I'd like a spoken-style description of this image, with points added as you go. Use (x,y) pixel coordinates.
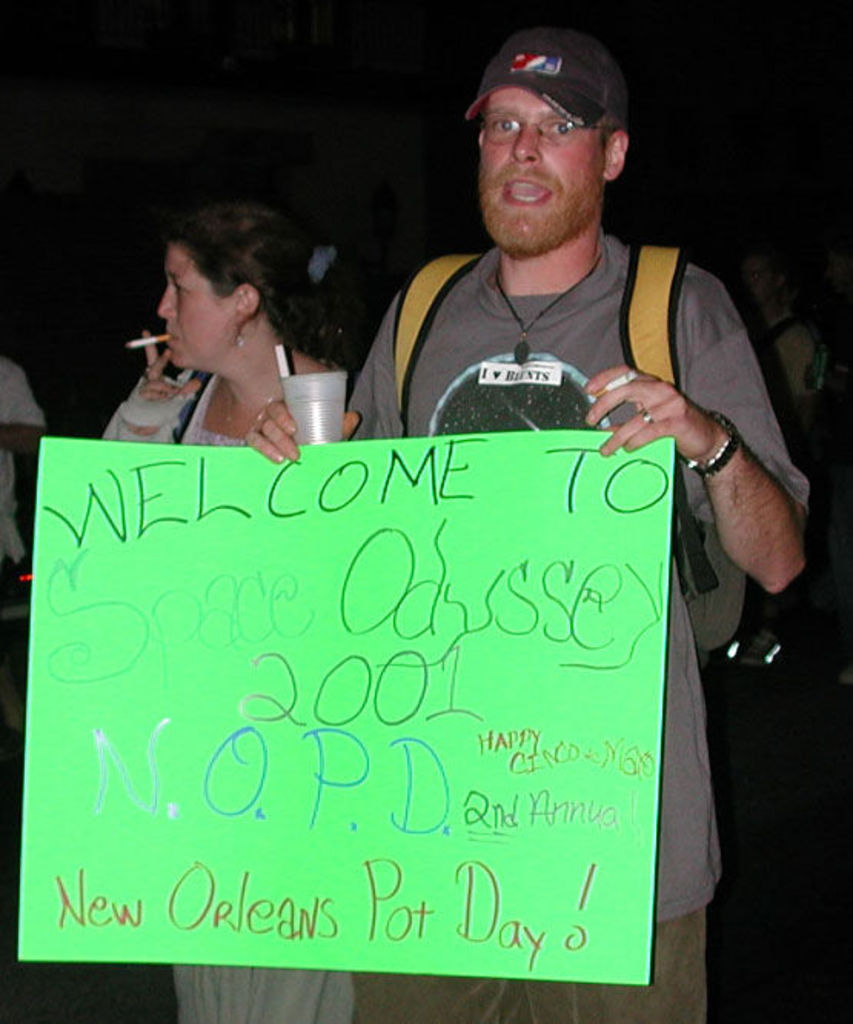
In this picture we can see a man (367,400) is holding a glass (328,431) and a board (291,566) and the woman (131,406) is holding a cigarette (137,341). Behind the people (255,396) there is a dark background (834,35).
